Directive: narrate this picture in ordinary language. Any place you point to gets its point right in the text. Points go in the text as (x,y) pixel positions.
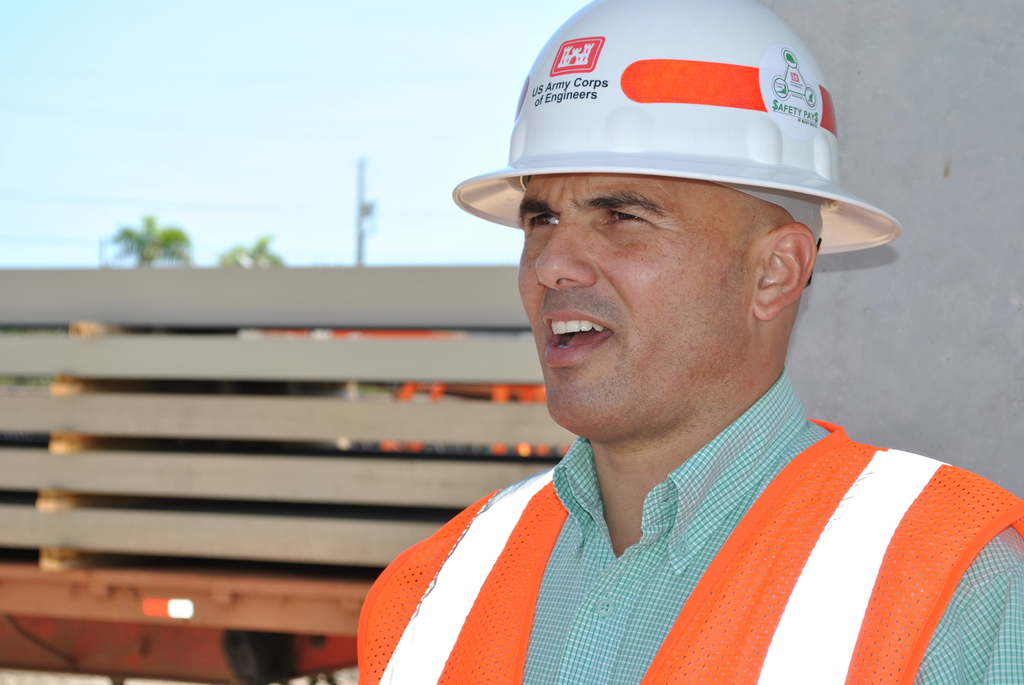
In this picture, we see a man (611,428) in the orange jacket (531,595) and a white helmet (742,155) is trying to talk something. On the right side (854,259), we see a white wall (869,320). Behind him, we see concrete slabs (89,526) on a trailer (278,580). In the background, we see the trees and poles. At the top (375,199), we see the sky (388,226). This picture is blurred in the background (229,320).
